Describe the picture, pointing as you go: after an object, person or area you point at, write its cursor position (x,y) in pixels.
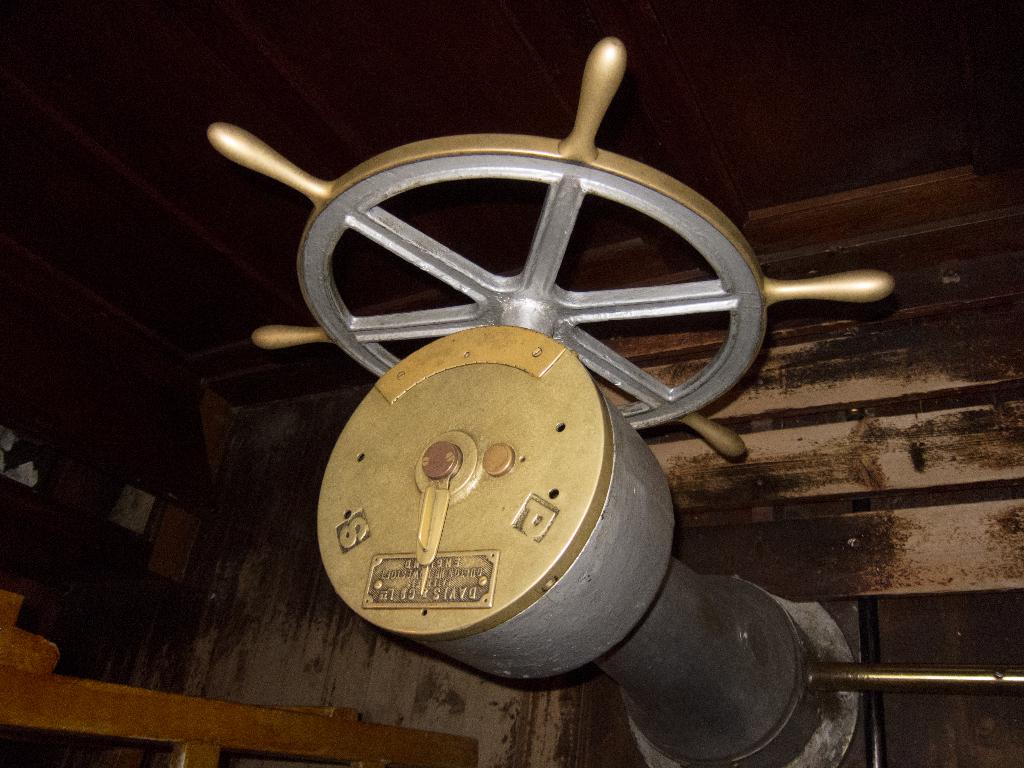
In this image, there is a ship steering wheel (731,309).
